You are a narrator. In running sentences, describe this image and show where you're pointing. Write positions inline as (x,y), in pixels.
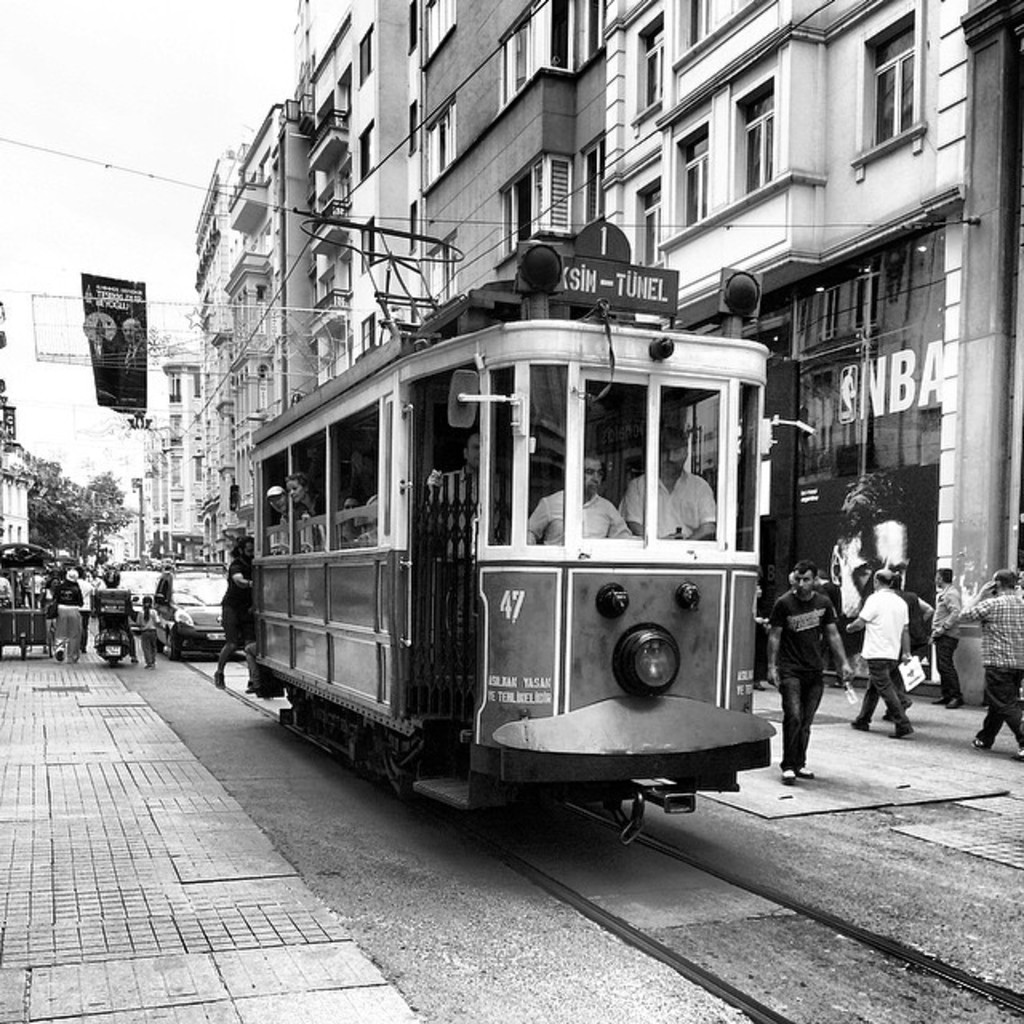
This is a black and white picture. There are vehicles (616,635) and few persons (874,645) on the road (502,964). In the background (259,298) we can see buildings (790,254), boards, trees (96,492), and sky (133,108).
